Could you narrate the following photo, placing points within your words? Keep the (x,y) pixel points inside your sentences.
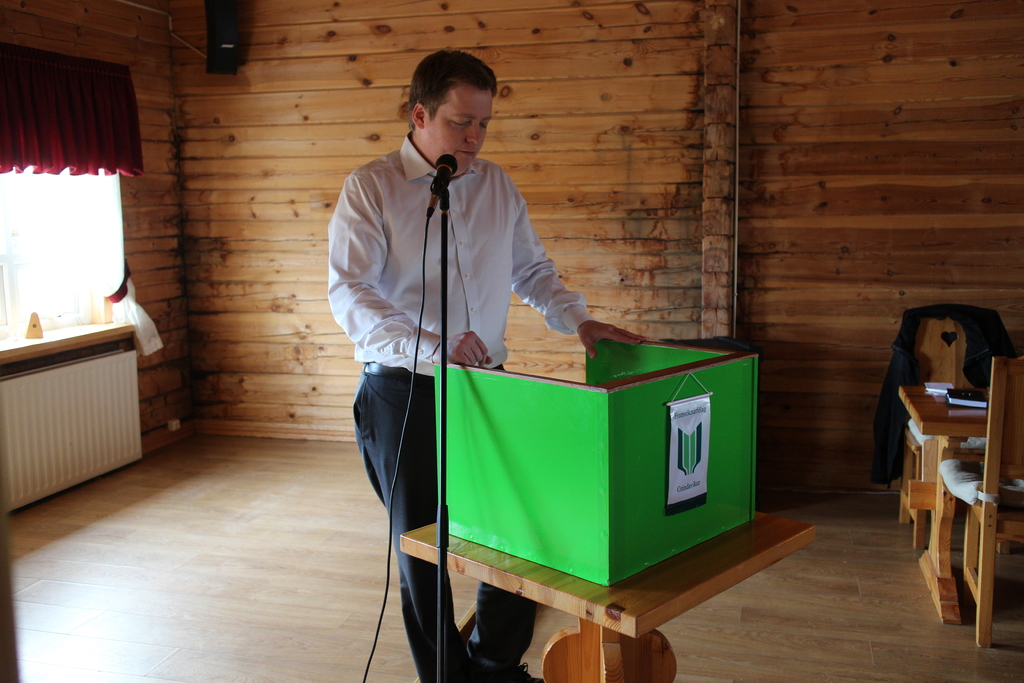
This picture shows a man (490,328) standing in front of a podium (709,371) and speaking with the help of a microphone (445,670). we see couple of chairs (921,522) and a table (958,423).
